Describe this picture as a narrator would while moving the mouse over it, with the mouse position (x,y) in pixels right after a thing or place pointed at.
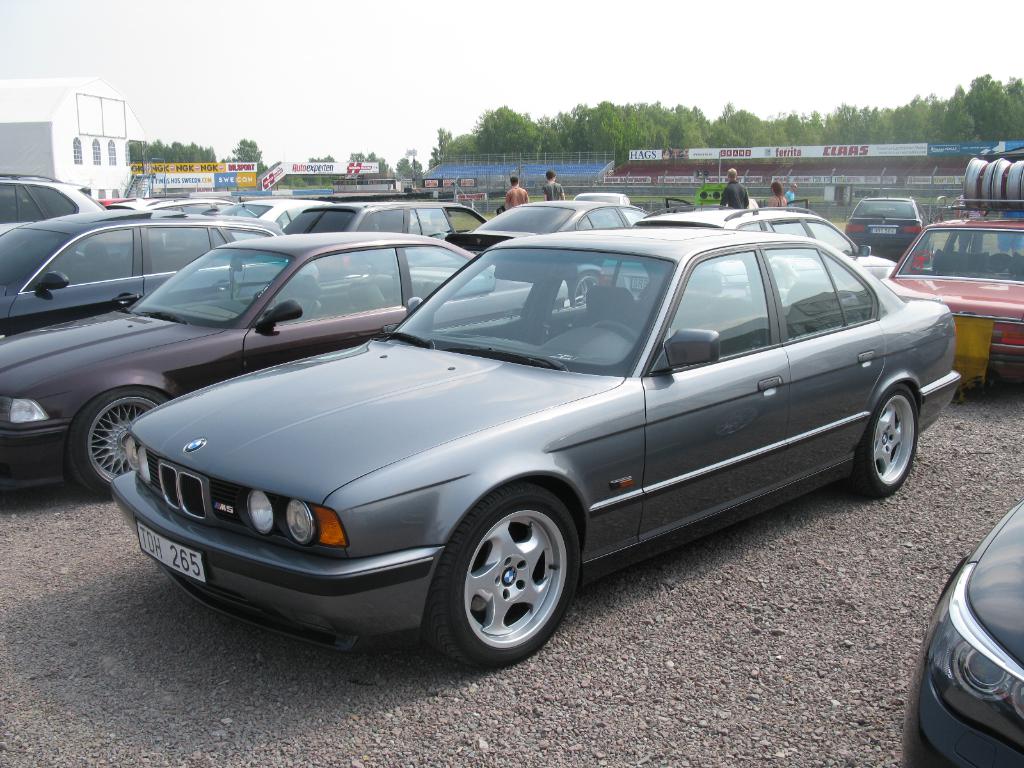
In the image there are many cars (551,248). Behind the cars (74,189) on the left side (58,120) there is a building (65,146) with windows (80,146) and walls (102,139). And also there are many posters (322,168). In the background (578,141) there are trees (197,161). And at the top of the image (622,74) there is a sky (349,82).
